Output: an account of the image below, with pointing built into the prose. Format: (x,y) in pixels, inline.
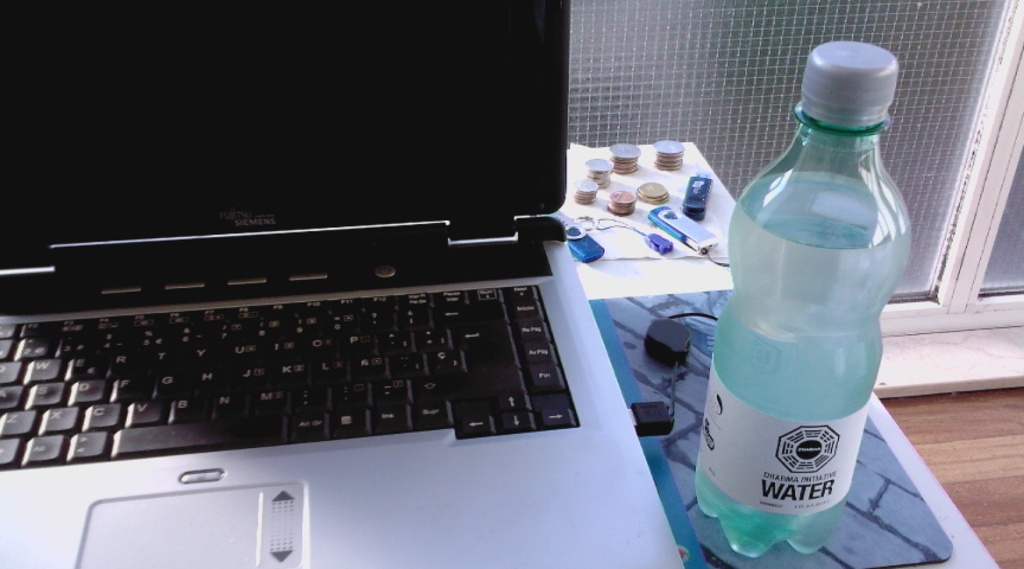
In the image there is a laptop (372,276) which is placed on table (635,275). On table (651,268) we can see a pendrive (691,208), coins (664,196) and a water bottle (837,212), in background (924,96) there is a glass door (984,278).
